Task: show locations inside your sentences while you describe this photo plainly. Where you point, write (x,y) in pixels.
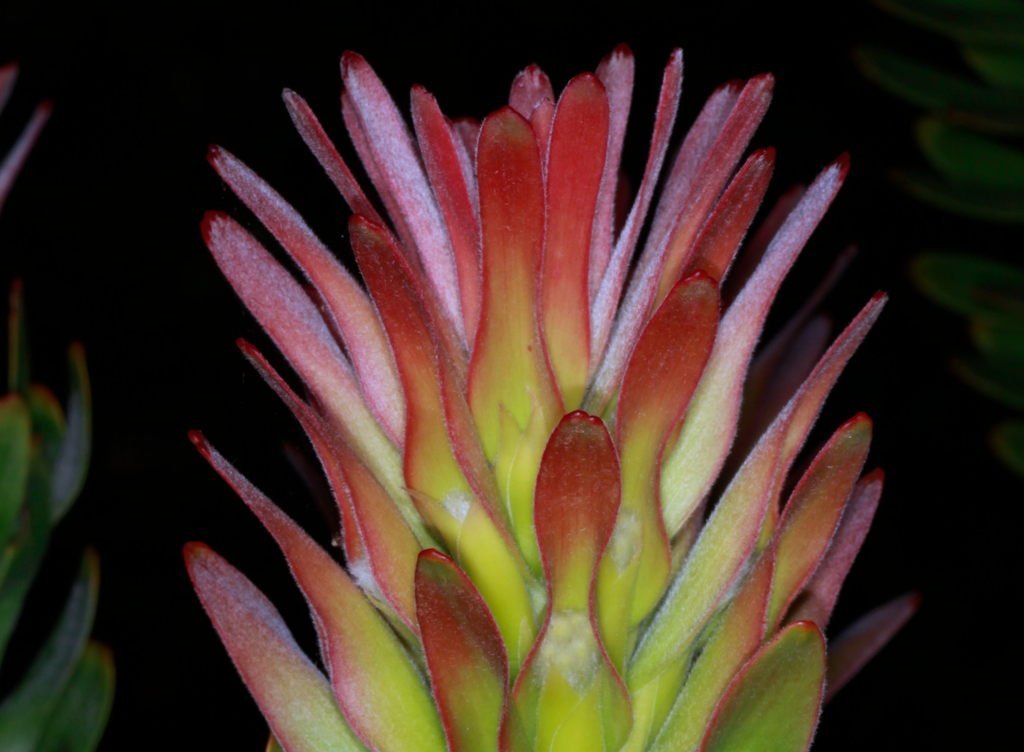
In this image we can see leaves (607,469) with green and red color. In the background (9,241) it is dark.
